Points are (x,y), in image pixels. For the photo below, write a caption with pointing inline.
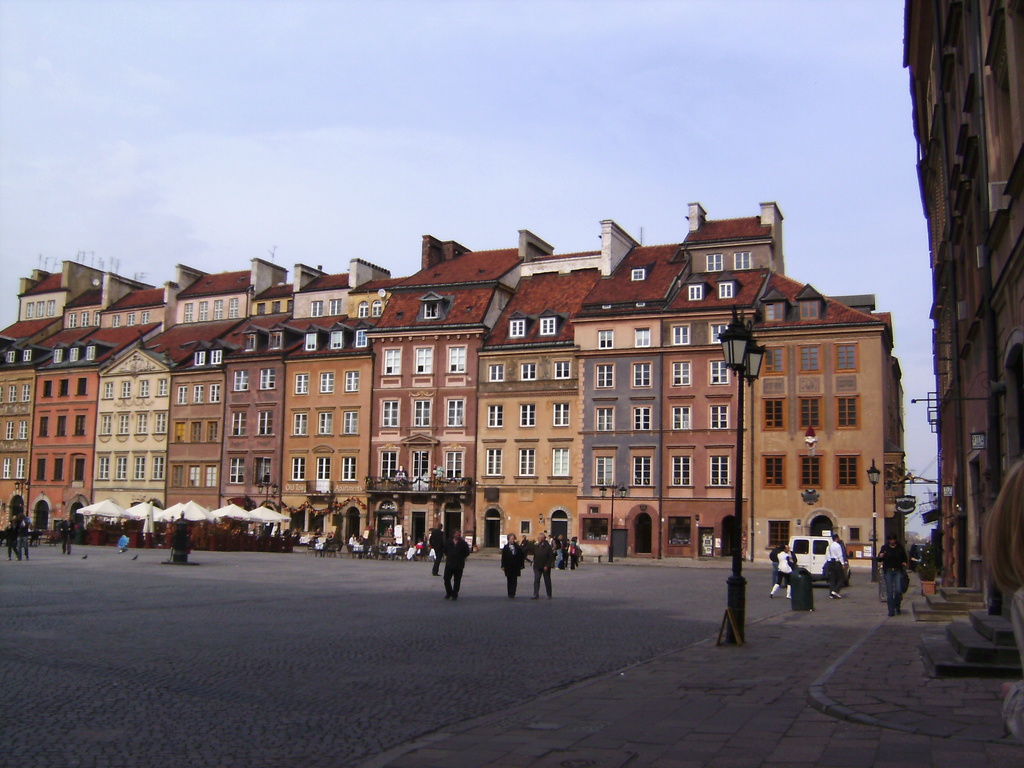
In this image we can see buildings (654,317) with windows (809,303). And there is a road (290,655). Also there are many people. And we can see light poles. And there is a vehicle (826,555). And there are tents (170,509). In the background (510,143) there is sky (693,163).
